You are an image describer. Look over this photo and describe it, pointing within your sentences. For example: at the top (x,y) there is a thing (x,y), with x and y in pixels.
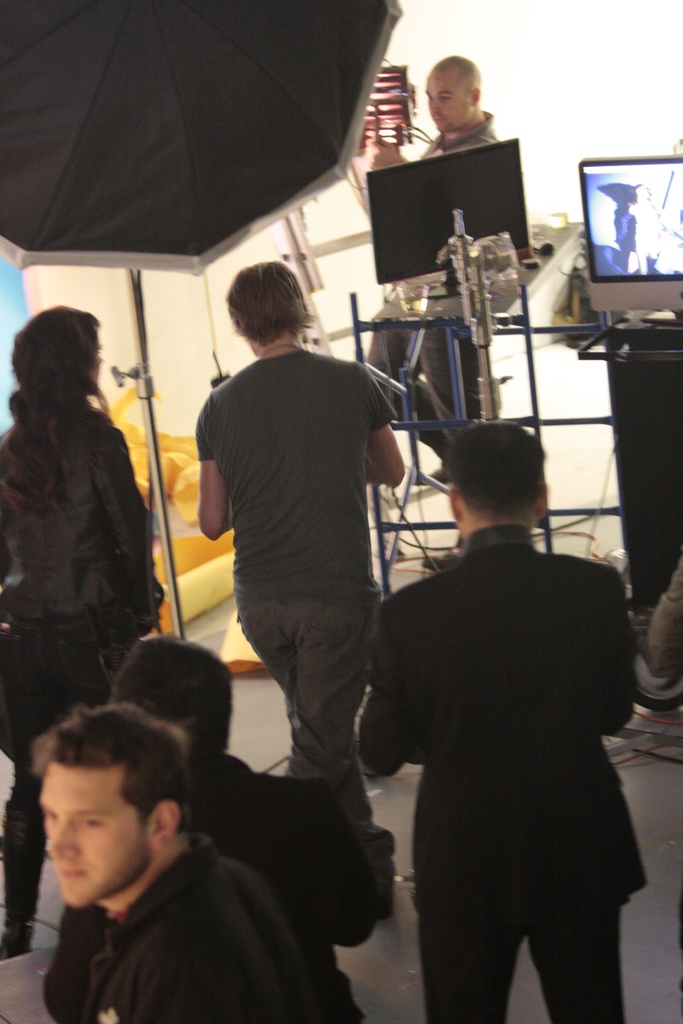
In the image we can see there are many people (301,655), they are wearing clothes (274,798), this is an umbrella (138,170), screen (610,199), cable wires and this is a floor (627,971).
